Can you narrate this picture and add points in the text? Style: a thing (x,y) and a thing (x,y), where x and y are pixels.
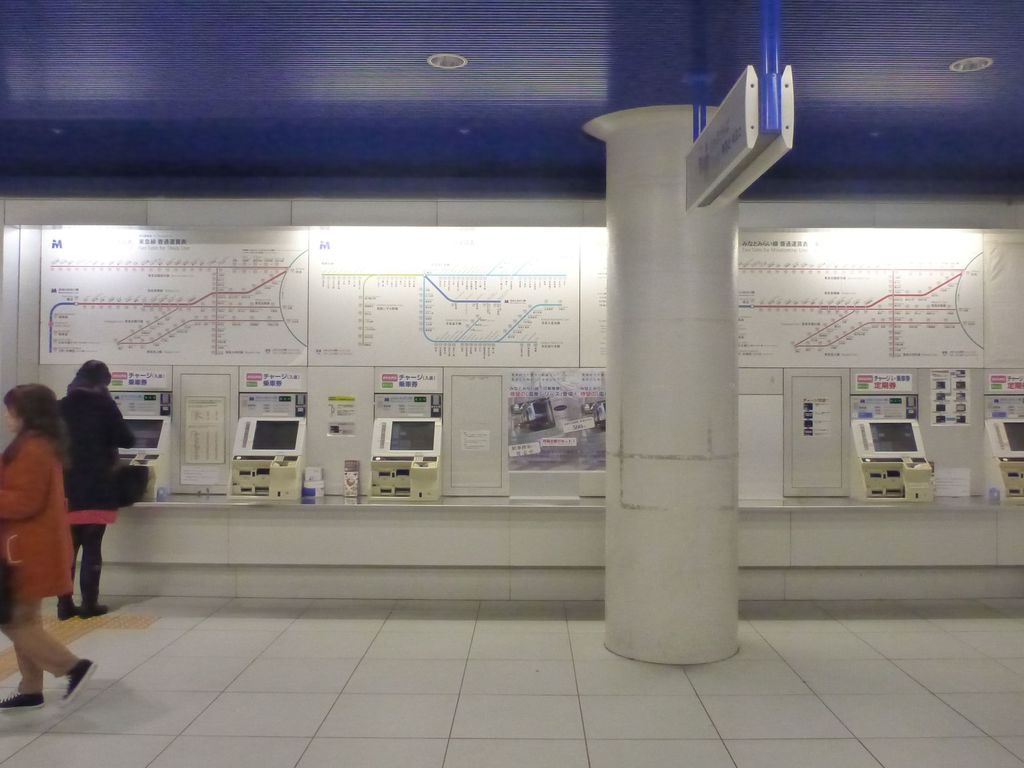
In the foreground of this image (499,709), at the bottom (412,712), there is a floor (669,712). On the left (69,533), there are two people (59,566), one is walking and one is standing and also we can see few electronic devices (255,472), maps (547,284) and the blue ceiling (445,11). At the top (766,115), there is a board (723,143).
